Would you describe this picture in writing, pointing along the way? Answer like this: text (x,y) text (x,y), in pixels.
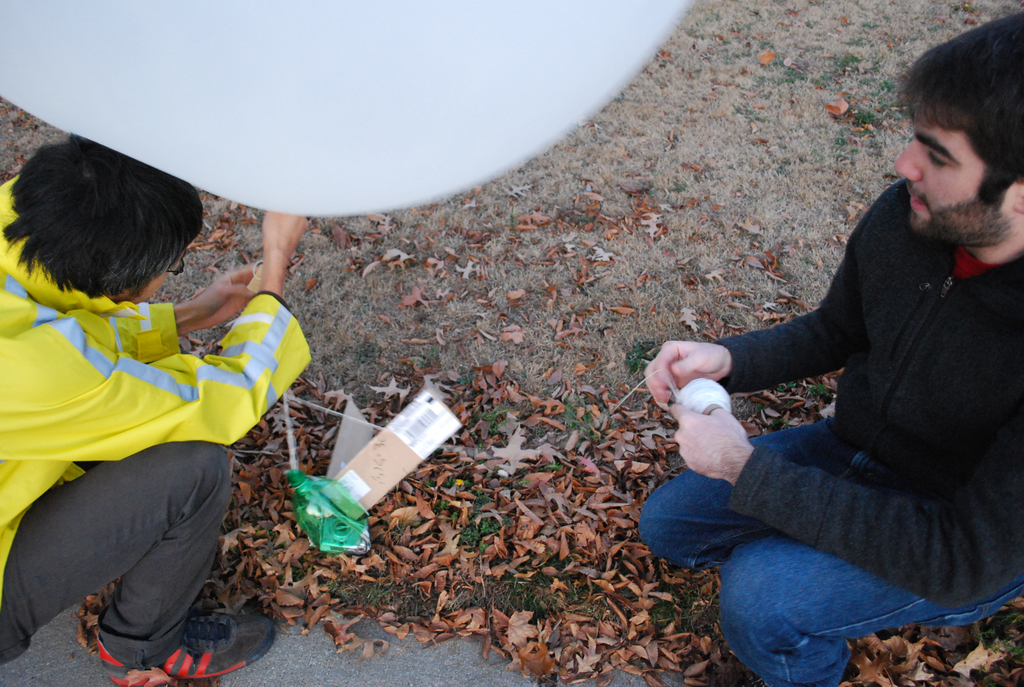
In this image I can see two persons (727,414), the person (842,474) at right (851,395) is wearing black jacket (844,505) and the person (138,327) at left (71,339) is wearing yellow color jacket (59,351). In the background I can see the white color object (393,90) and I can see few dried leaves (588,487).
